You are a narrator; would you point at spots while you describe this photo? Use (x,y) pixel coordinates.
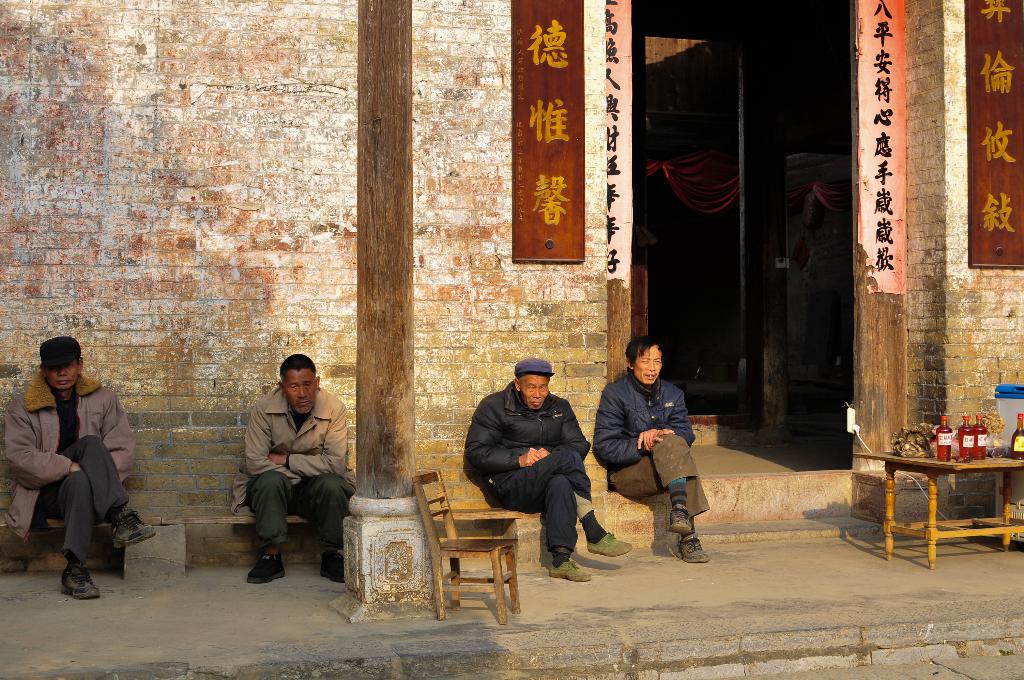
In this image I can see a chair (445,556). I can see some people (569,463). On the right side (925,451), I can see some objects (967,432) on the table (999,462). In the background (570,255), I can see the boards (577,158) with some text (560,180) written on it. I can see the wall (203,215).
